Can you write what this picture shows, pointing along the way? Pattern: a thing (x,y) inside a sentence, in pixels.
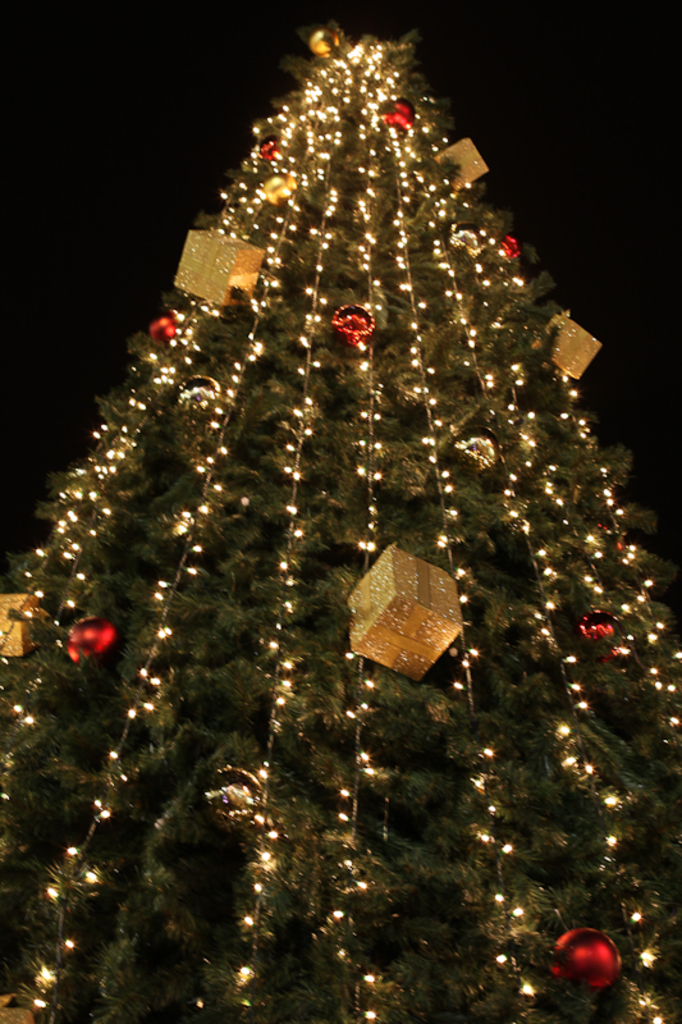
Here in this picture we can see a Christmas tree (189,294), which is fully decorated with lights (186,361) and gift boxes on it over there.
